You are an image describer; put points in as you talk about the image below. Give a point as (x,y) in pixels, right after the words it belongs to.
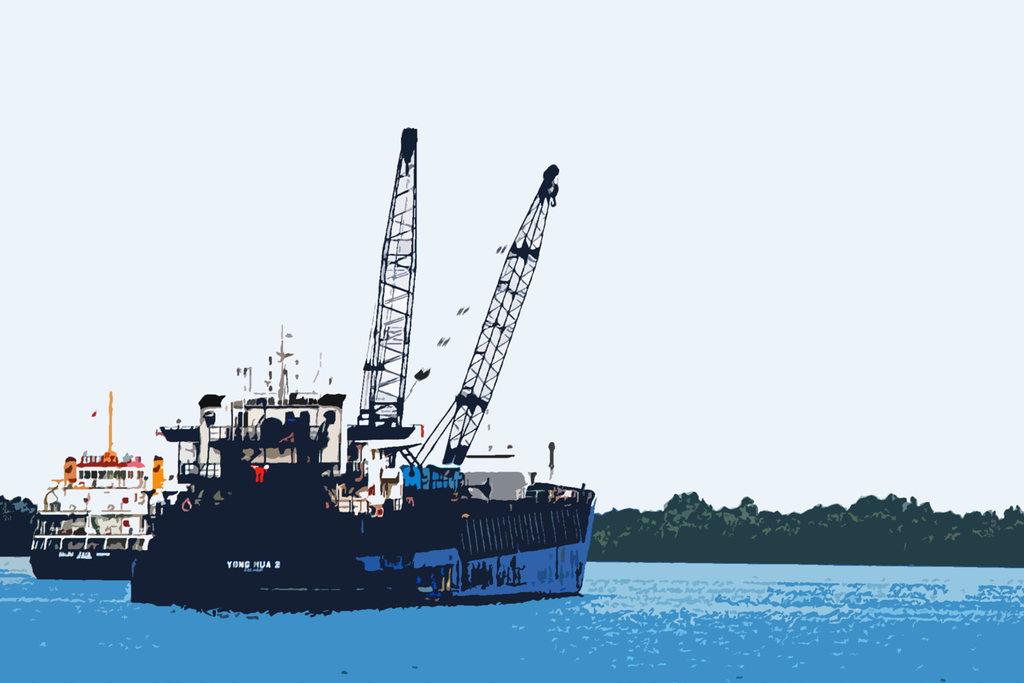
This image is a painting. In this painting we can see ships (174,571). At the bottom (292,620) there is water (537,632). In the background (656,550) there is a hill (694,512) and sky (633,326).
